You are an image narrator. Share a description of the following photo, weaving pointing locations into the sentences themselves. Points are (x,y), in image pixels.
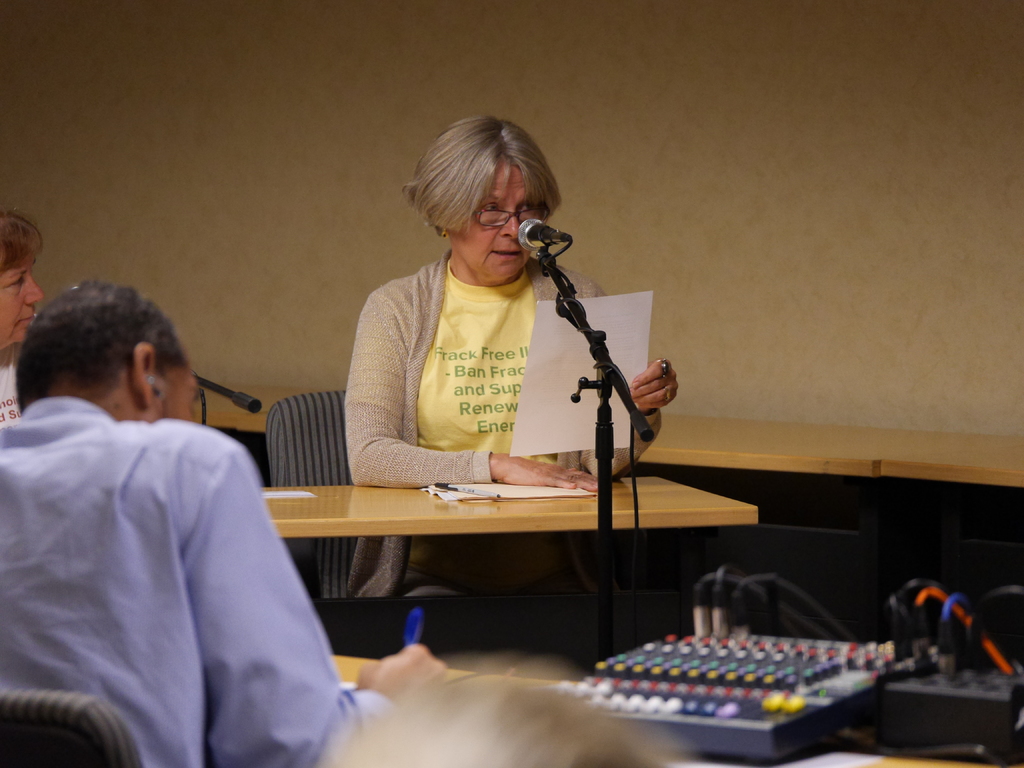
This image consists of a woman (458,423) wearing a yellow T-shirt (462,370) and a cream jacket (456,456) is sitting on a chair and talking in a mike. On the left (96,603), there is a man (161,695) wearing blue shirt (182,720) and writing. On the right (914,730), there are electronic devices (833,725). In the background (733,127), there is a wall (745,397). In the middle (541,501), there is a table (533,506) on which there are papers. On the left (16,254), there is a person (19,316).
